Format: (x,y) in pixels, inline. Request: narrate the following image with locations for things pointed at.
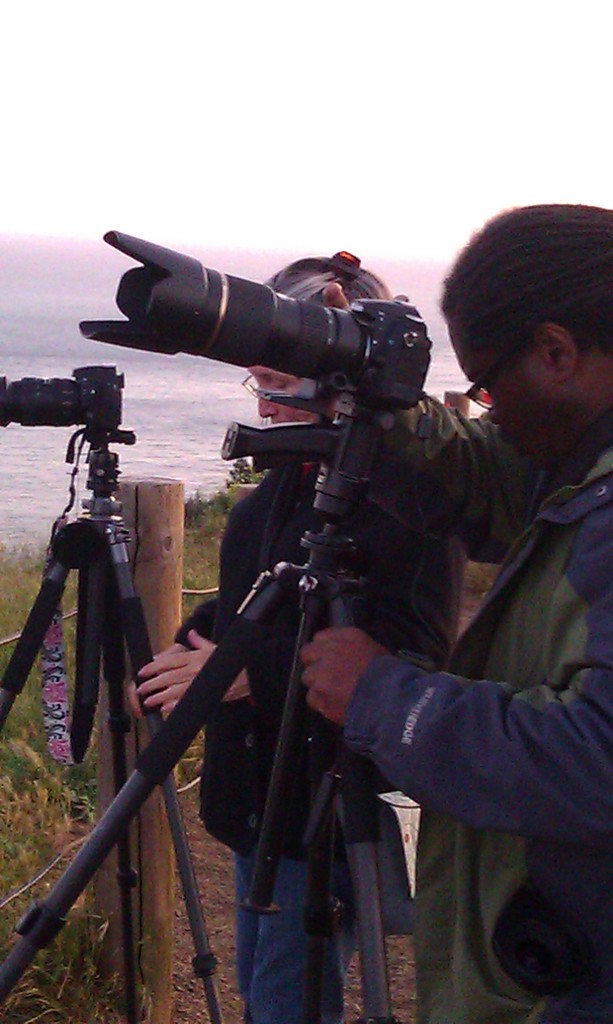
In this picture there are people (601,598) in the center of the image (367,656) and there are two cameras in front of them and there is water (181,383) in the background area of the image (156,437) and there is greenery (36,812) in the image.
